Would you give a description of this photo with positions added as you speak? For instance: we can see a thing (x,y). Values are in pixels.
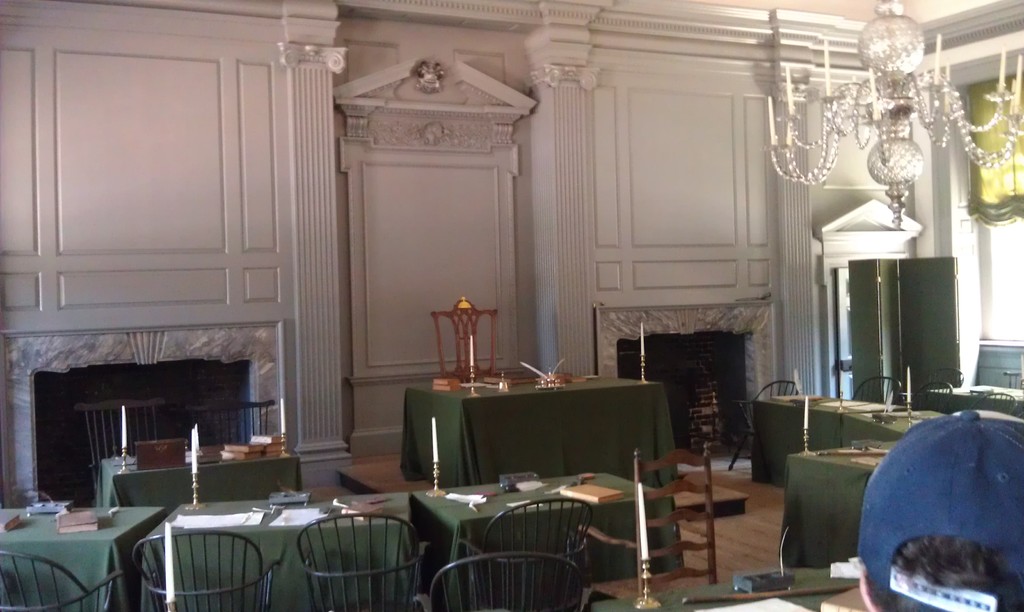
The picture is clicked in a office (476,561) or a court (379,151). In the picture there are many tables (533,392), chairs (575,523). On the tables (551,484) there are candles (435,470), books (588,490), papers (246,525). on the top right (922,96) there is a chandelier (881,93). On the right (999,268) there is a window (999,268). In this picture on the right (725,350) and on the left (131,395) there are two fire places (199,386).
